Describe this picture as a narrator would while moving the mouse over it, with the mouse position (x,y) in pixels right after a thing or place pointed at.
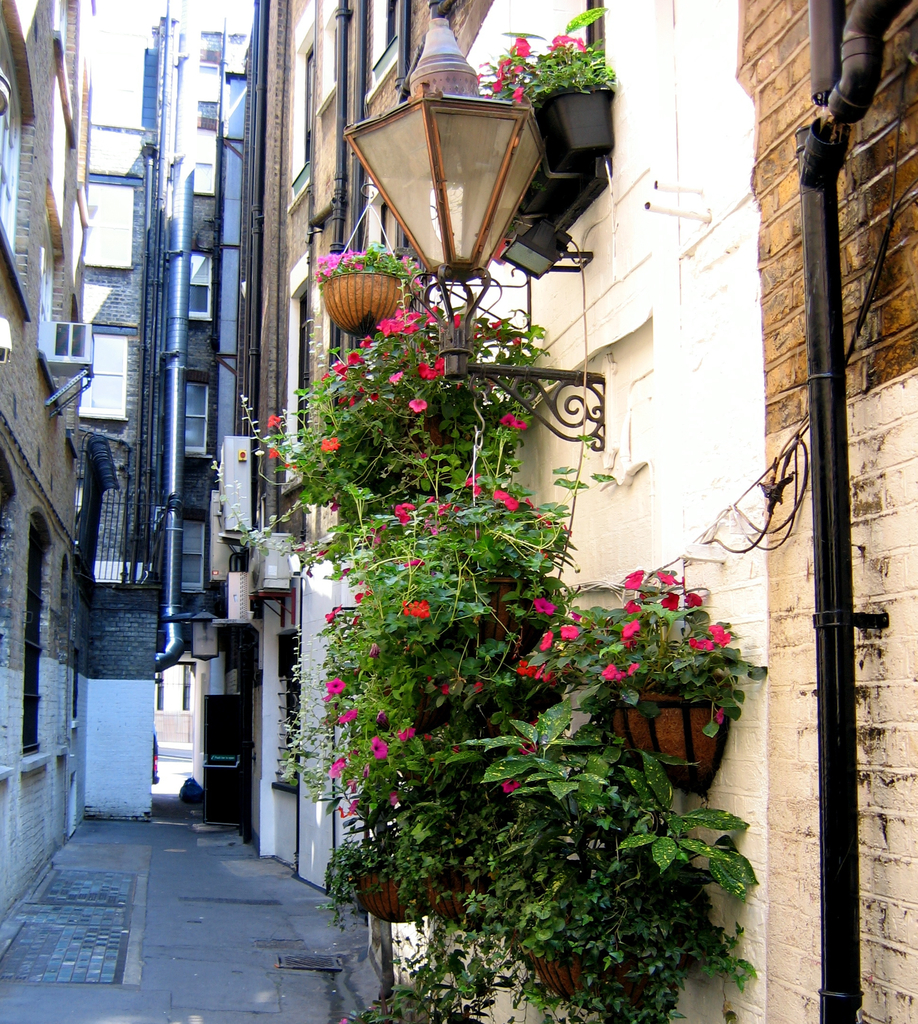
In this image there are buildings (788,259), to that buildings (625,126) there are flower pots (675,727).
